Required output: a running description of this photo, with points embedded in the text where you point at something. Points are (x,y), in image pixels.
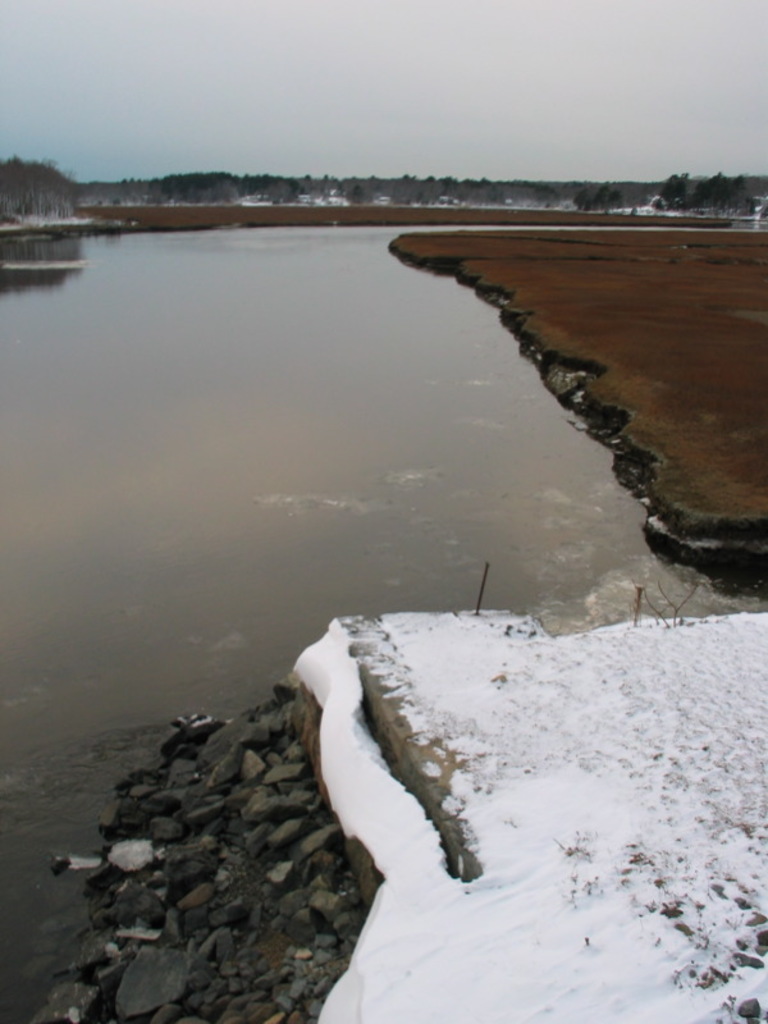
In this picture we can see water (162,589) here, there are some rocks (249,906) here, at the right bottom (520,864) there is snow (595,879), in the background (293,178) we can see some trees (669,197), there is the sky (475,176) at the top of the picture (498,63).
